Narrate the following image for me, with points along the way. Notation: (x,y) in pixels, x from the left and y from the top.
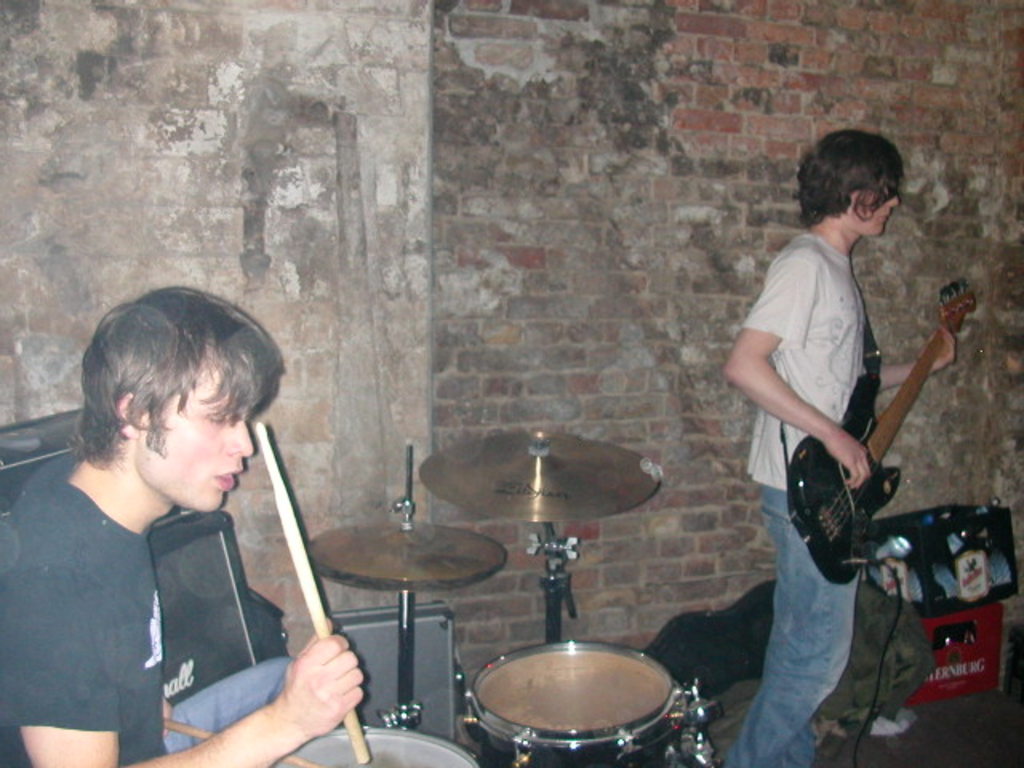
In this image, In the right side (784,651) there is a boy (812,419) who is standing and holding a music instrument (857,504) which is in black color, In the left side (135,686) there is a boy (234,760) sitting and he is holding a stick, There are some music instruments (499,658) in the middle of the image (474,494).
